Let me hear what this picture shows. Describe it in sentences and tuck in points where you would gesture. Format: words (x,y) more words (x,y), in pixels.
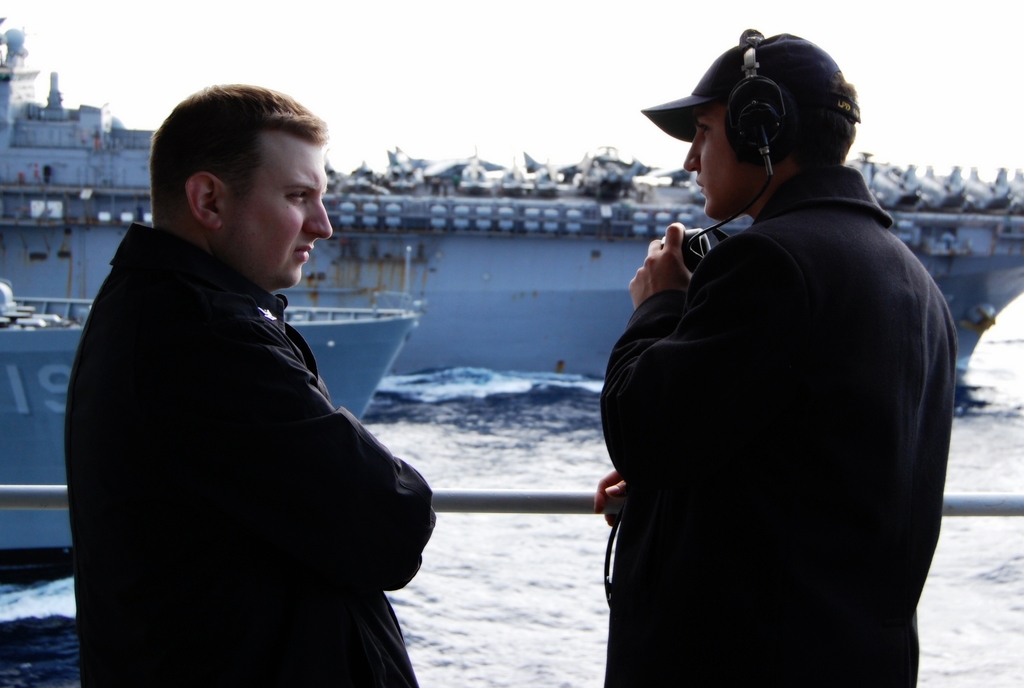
This picture clicked outside the city. In the foreground (260,378) we can see the two person (723,499) standing. In the center (432,316) we can see the ships (494,310) in the water body (488,386). In the background (563,123) there is a sky (190,42).
